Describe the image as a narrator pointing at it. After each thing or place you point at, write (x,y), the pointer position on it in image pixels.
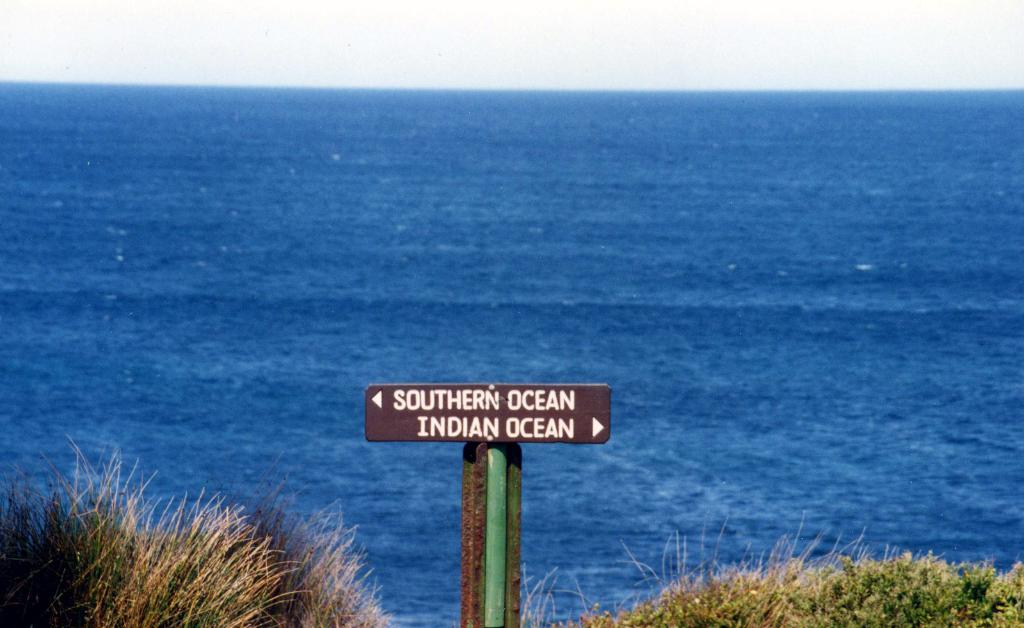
There is a board (464,409) which has southern ocean and Indian ocean written on it and there are water (512,201) in the background (496,182).
